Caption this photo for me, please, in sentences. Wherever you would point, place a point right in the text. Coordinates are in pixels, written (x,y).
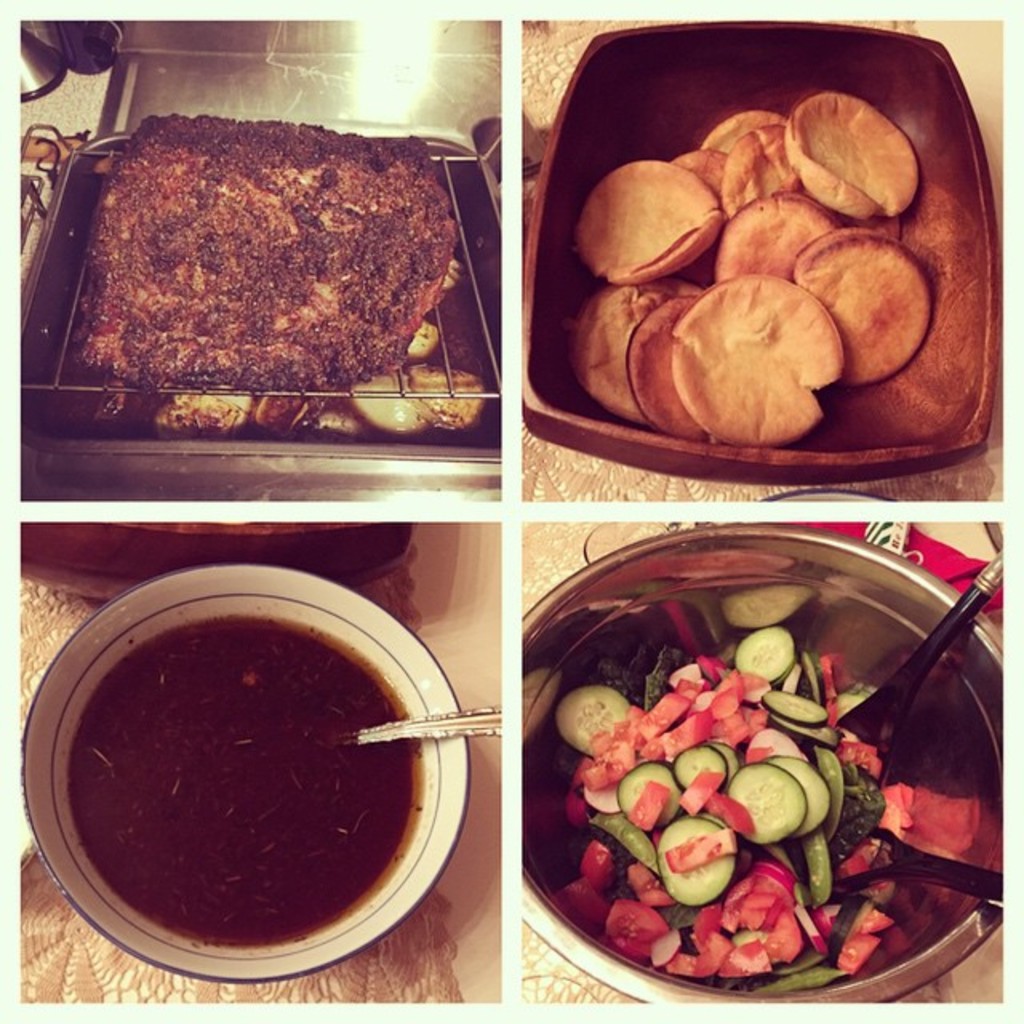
This is a collage picture. In this picture we can see food items (784,330) in the containers (429,787).
